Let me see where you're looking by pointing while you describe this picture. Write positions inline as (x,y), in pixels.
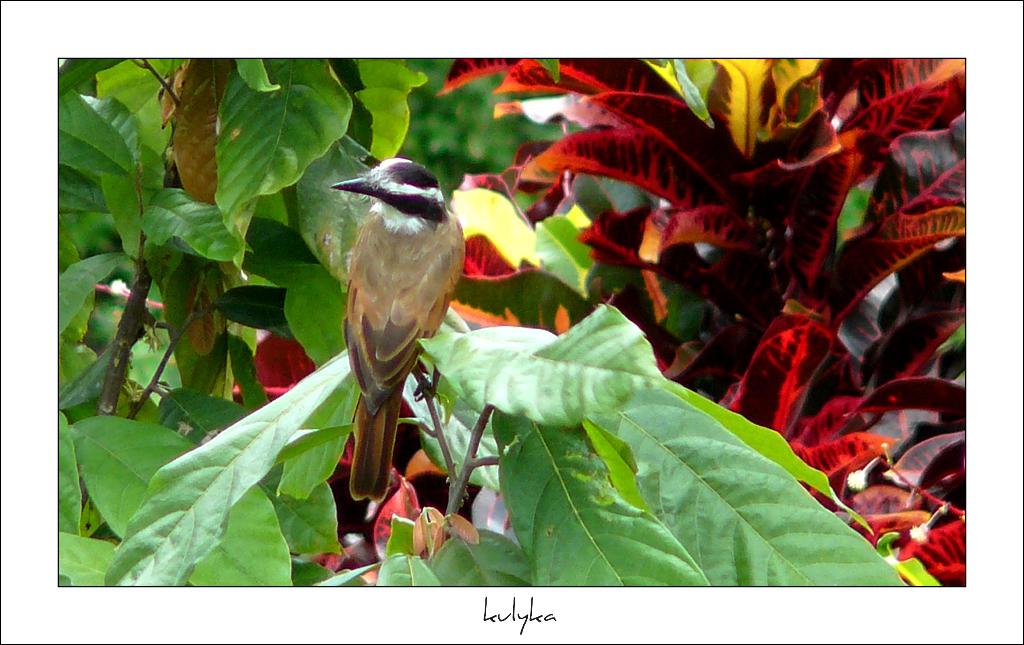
In this image I can see a bird (351,346) sitting on a plant stem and I can see other plants (621,163) around.
